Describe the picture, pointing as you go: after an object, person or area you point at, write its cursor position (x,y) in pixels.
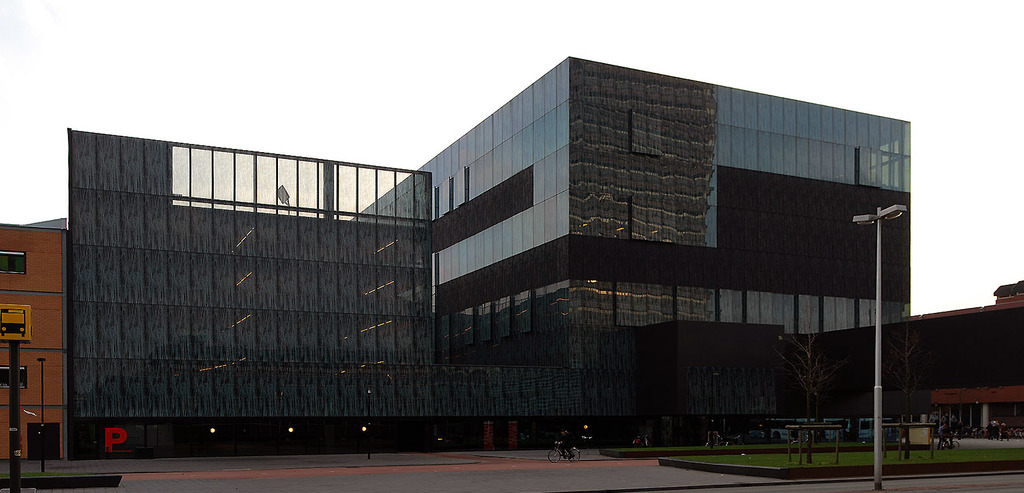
Here we can see a building (700,314), trees (817,340), vehicles (575,455), people (951,433), light poles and signboard (17,317). Background (1007,155) we can see the sky (493,90).
